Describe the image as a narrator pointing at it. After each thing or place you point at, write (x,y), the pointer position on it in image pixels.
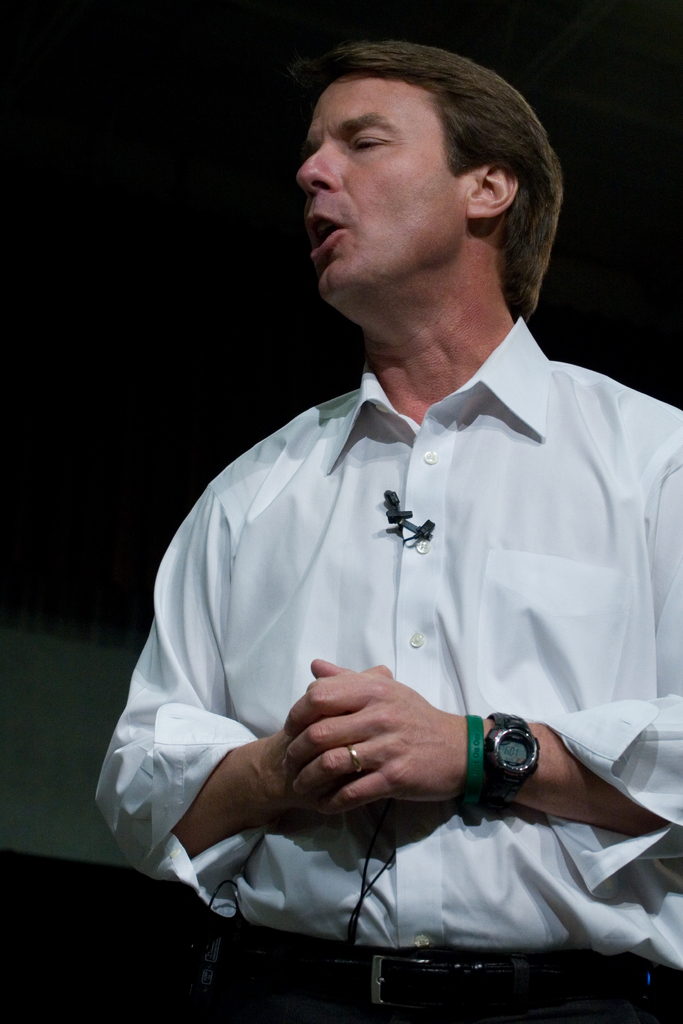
There is a man (354,685) standing here and we can see a microphone (427,530) to his shirt (436,559) and a watch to his hand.
